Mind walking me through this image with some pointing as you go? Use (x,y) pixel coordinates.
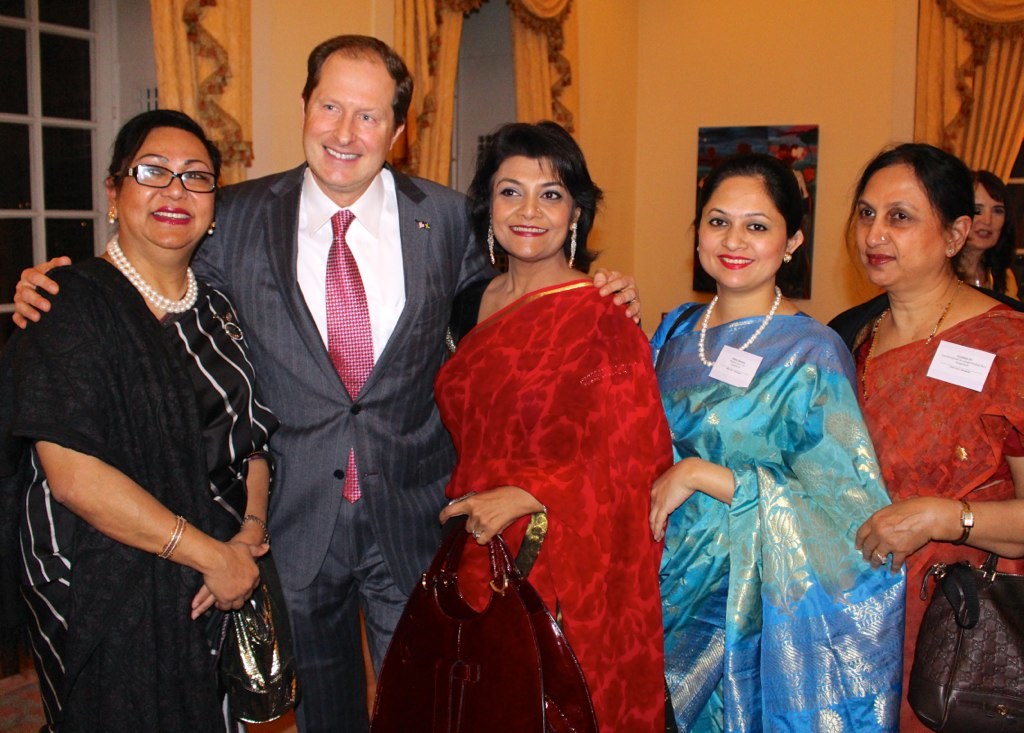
On the left side (306,475), there is a person (297,184) in a suit (252,281), placing both hands (29,272) on the two women (569,289) who are on sides of him. On the right side (894,565), there are other two women (949,294) with saree (800,343), smiling and standing. In the background (979,251), there is another woman (983,210), there are windows (8,36) having curtains (974,77) and there is a painting (798,155) attached to the wall (777,97).
